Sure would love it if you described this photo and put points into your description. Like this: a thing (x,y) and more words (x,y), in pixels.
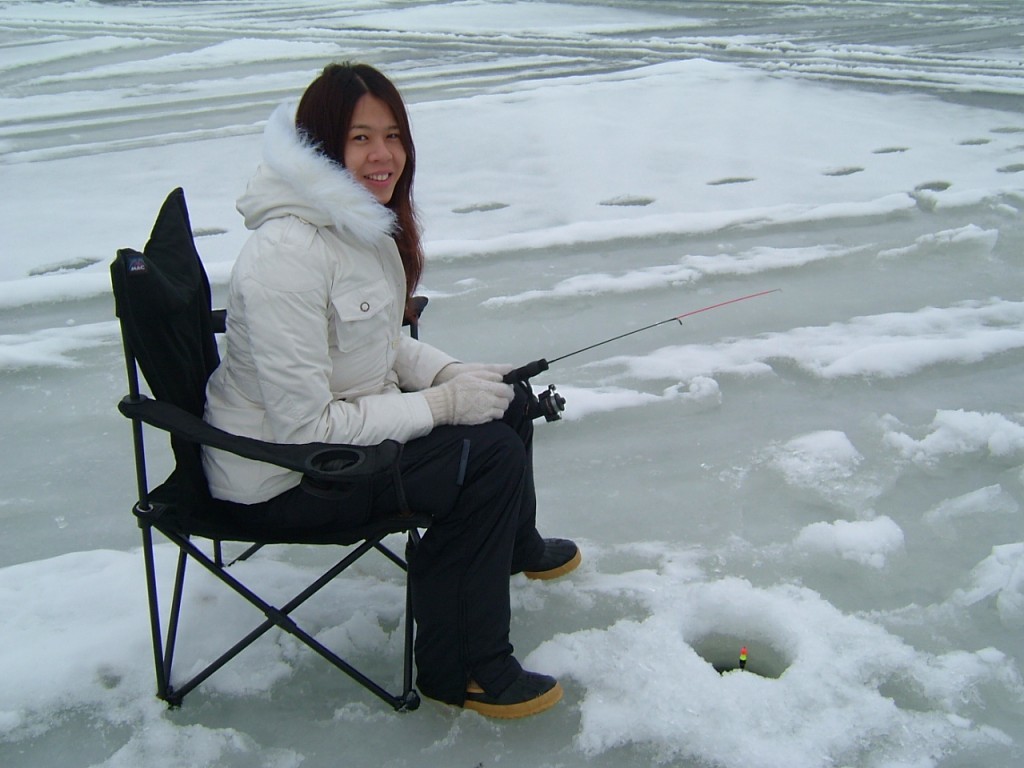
There is a lady (394,265) sitting on a chair (323,451) wearing gloves (464,408) and jacket (272,341). She is holding a fishing rod (544,411). On the ground (675,241) it is covered with snow (737,684).
